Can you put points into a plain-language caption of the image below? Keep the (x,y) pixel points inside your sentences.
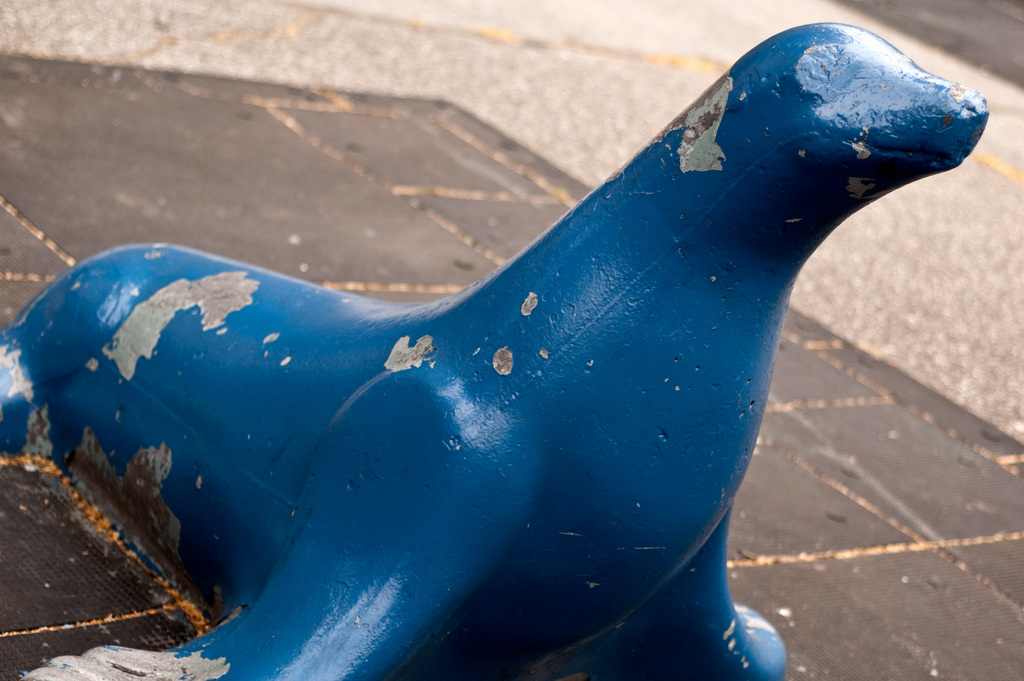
In the picture we can see a path (1022,457) with tiles (91,112) on it we can see a sea lion (52,434) which is blue in color.
